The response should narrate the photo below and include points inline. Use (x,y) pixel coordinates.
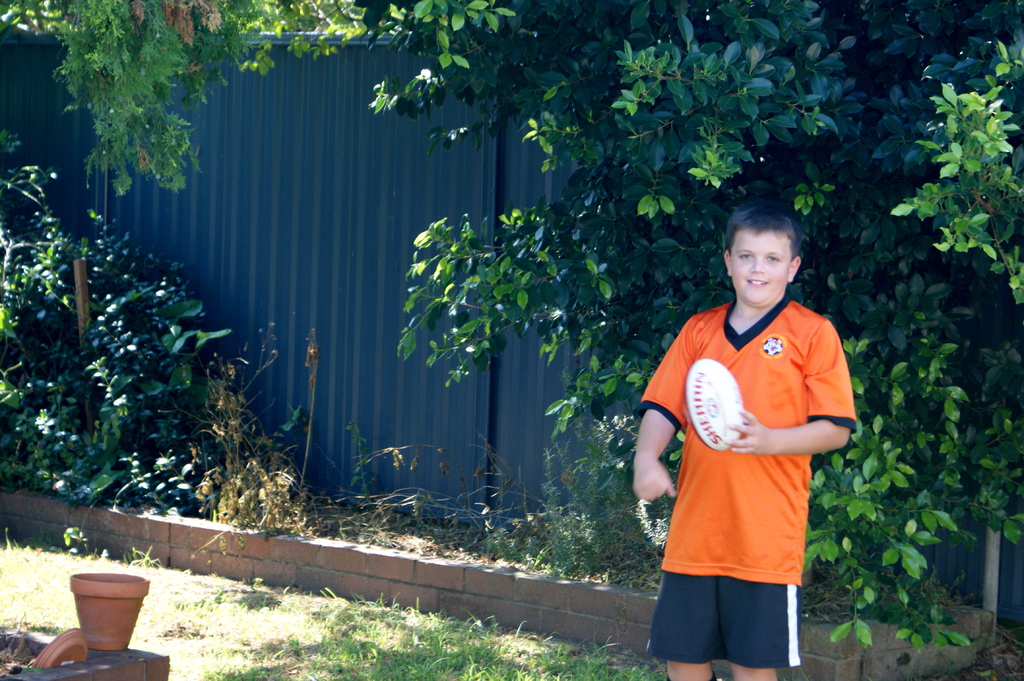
In this image, we can see a boy (787,474) is standing and holding a ball (722,421). He is seeing and smiling. Background (1016,556) we can see trees (583,372), plants (4,475), grass (355,610), blue color sheet (302,225). On the left side (127,579), we can see a pot (139,586).
